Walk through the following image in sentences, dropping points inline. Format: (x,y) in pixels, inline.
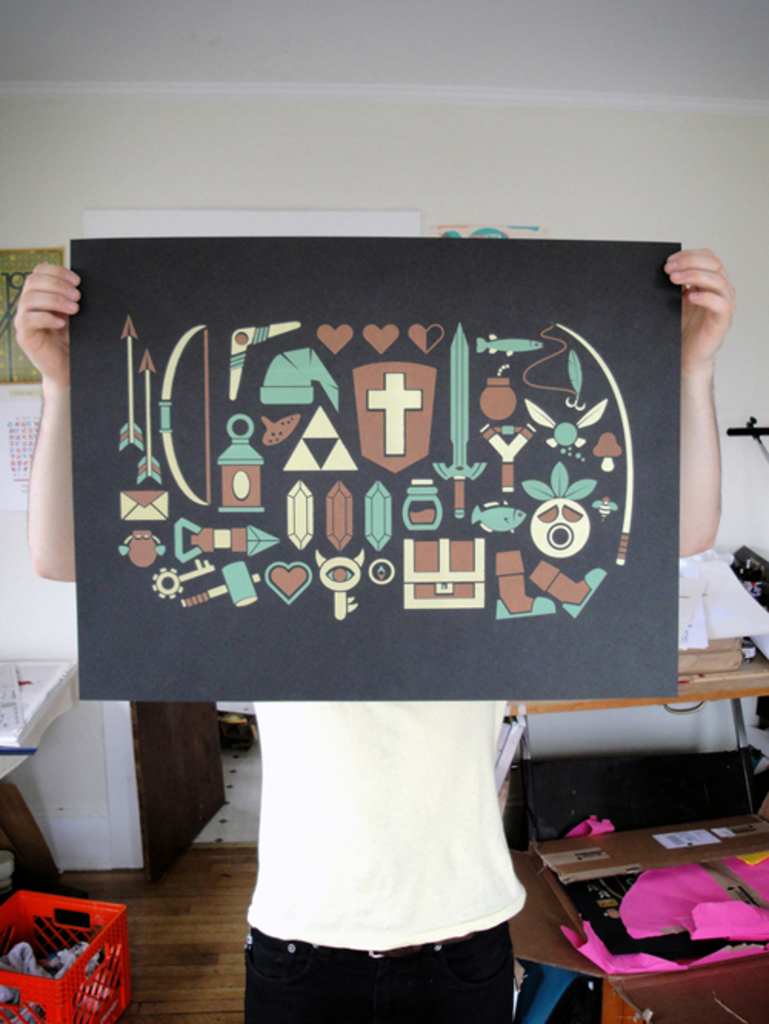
In this image we can see a person (337,905) holding a paper (564,256) with pictures (566,538) in the hands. In the background (57,976) there are objects (63,952) in the containers (54,906), charts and walls (202,117).
